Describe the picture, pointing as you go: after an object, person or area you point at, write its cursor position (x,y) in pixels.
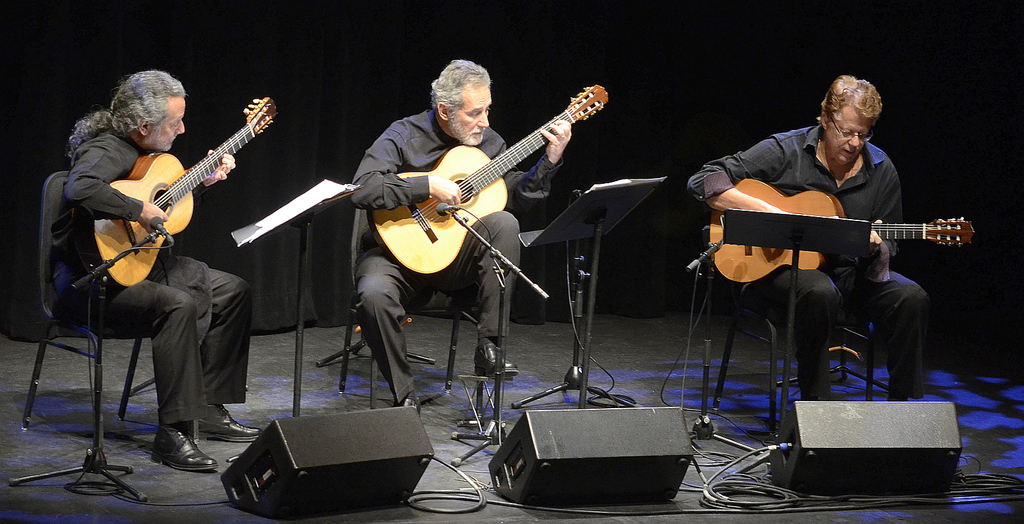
There are three people (550,166) sitting on a chairs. They are playing a musical instruments (474,183).
